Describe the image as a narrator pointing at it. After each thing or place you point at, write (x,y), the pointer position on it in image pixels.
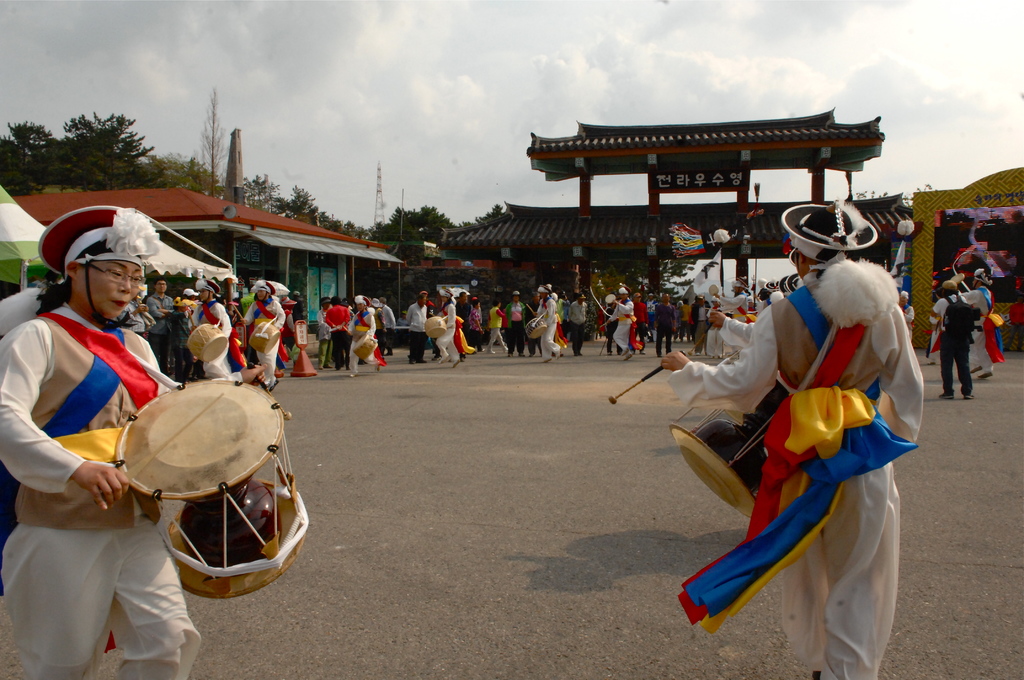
This picture shows a group of people (279,353) standing and two men (905,406) are holding drums (198,590) in their hand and we see a building (502,262) few trees (114,174) and clouds (573,95) in the sky (523,17).
